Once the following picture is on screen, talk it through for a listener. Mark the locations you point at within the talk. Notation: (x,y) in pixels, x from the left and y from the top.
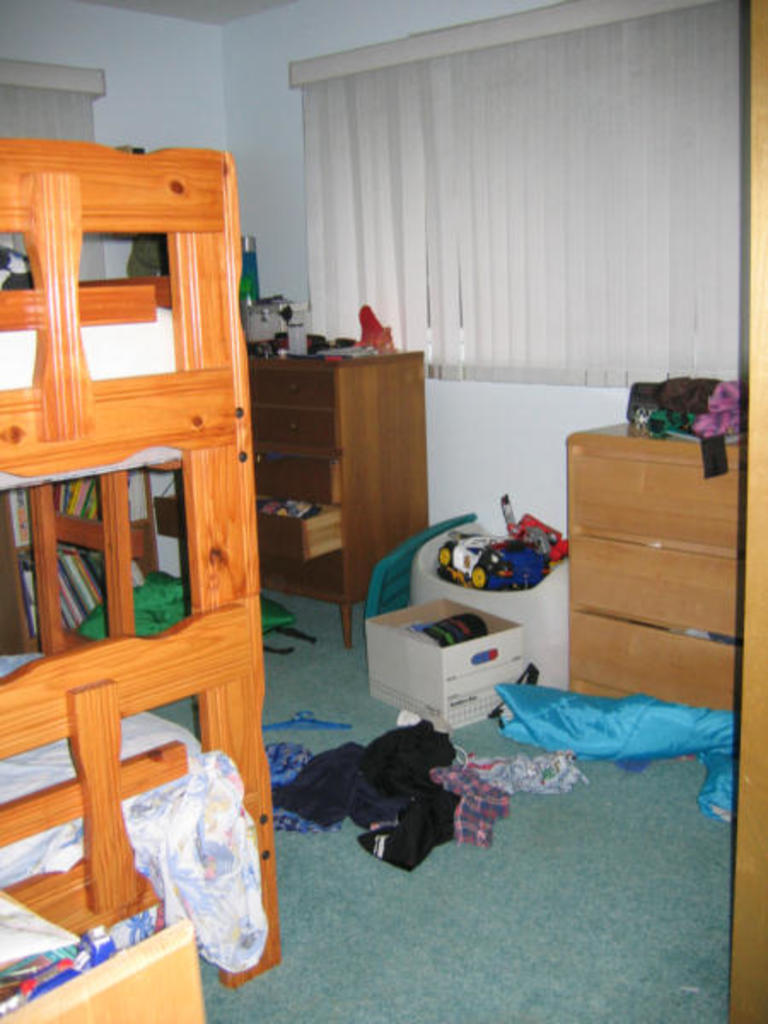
This is the picture of a room (287,377) in which there is a double Decker bed (209,354), chests of drawers (365,480), bookshelf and some clothes (433,806) and other things (431,571) on the floor (542,965).
